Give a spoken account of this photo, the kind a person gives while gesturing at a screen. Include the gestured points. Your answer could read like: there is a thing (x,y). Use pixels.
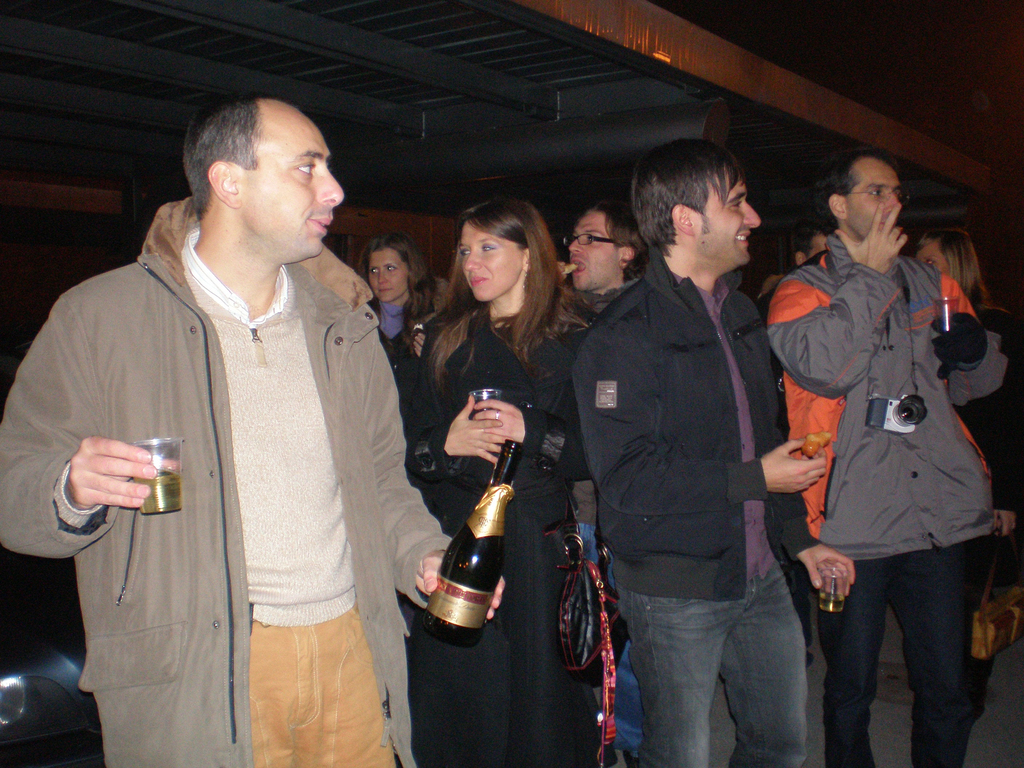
In this image, we can see some people (586,368) standing, at the left side (326,694) there is a man (274,555) standing and he is holding a wine bottle (440,574) and a glass (152,497).
